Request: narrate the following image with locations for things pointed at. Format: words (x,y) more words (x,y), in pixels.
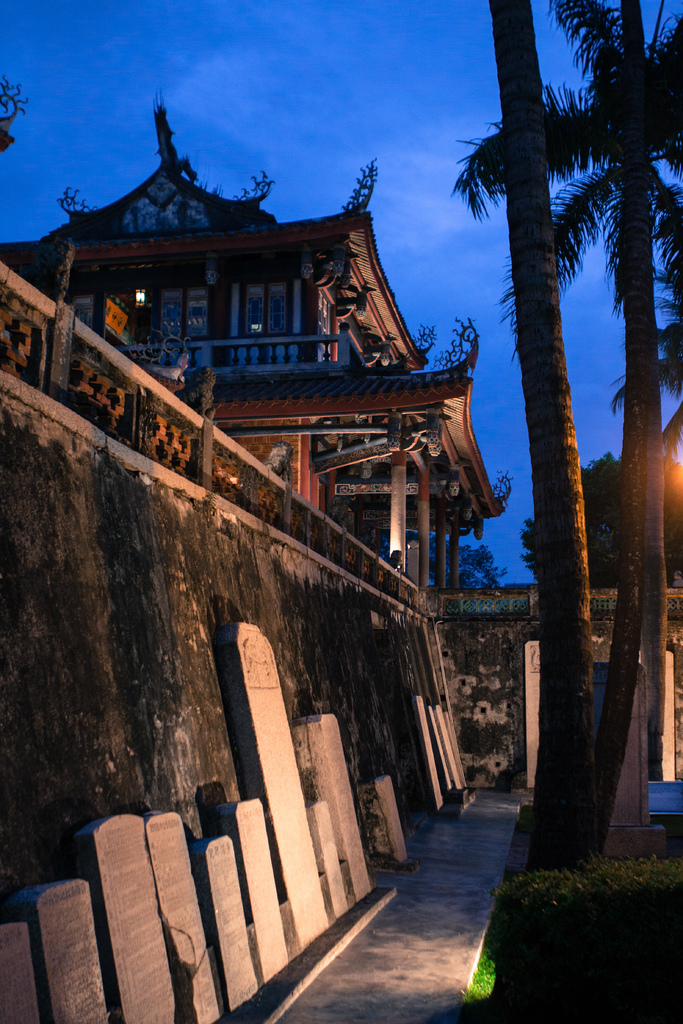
This image is taken outdoors. At the top of the image (221,81) there is the sky (436,276) with clouds (449,211). At the bottom of the image (420,968) there is a floor (417,993) and there is a ground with grass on it. On the right side of the image (560,641) there are a few trees (566,552) and there is a wall (509,673) with a railing (472,603). On the left side of the image (176,459) there is a building (318,430) with walls (263,571), pillars (302,447), and roof (407,361), windows (254,297) and doors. There are a few trees (477,561). There is a railing (221,460) and there are a few stones (190,899).
